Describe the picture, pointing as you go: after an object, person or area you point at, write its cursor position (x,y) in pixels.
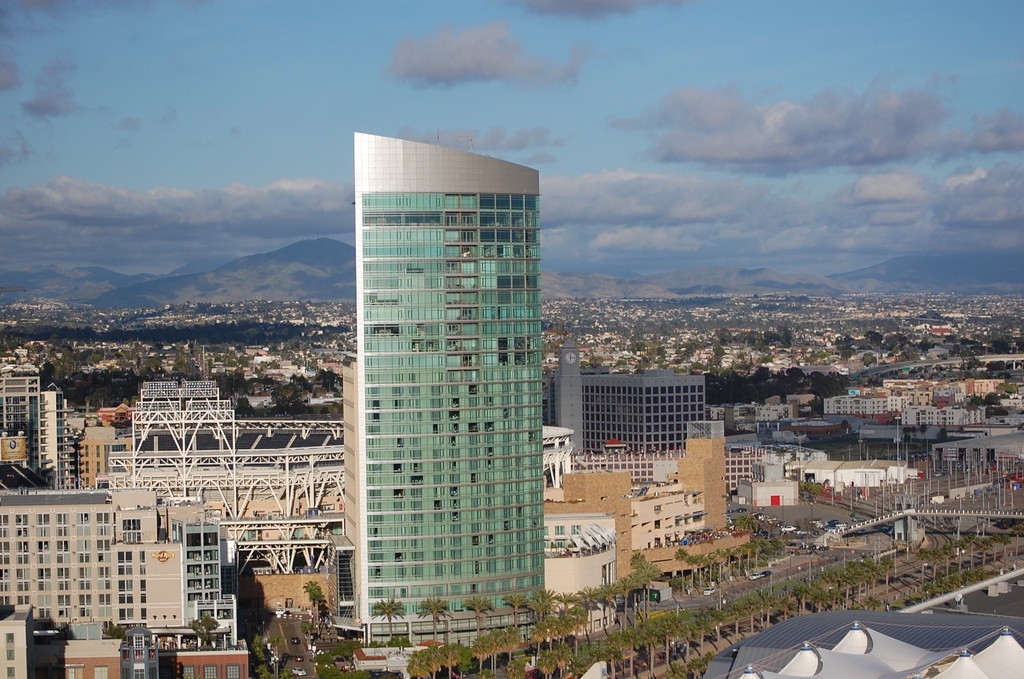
The picture is an aerial view of a city (345,497). In the foreground of the picture (566,572) there are trees (442,611) and buildings (125,432). In the middle of the picture (373,330) we can see trees (262,331), buildings (382,283) and hills (320,265). At the top (562,141) there is sky (396,121).
